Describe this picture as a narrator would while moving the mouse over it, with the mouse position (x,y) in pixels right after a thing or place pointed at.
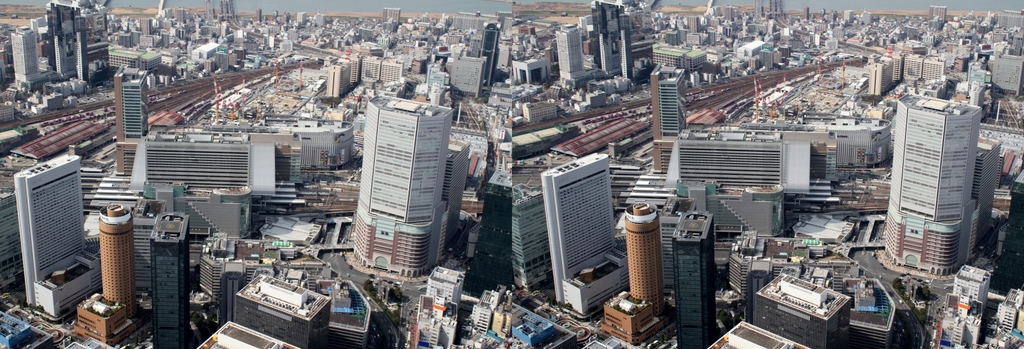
In this picture we can see buildings (696,157). This is a road (404,283) and there are vehicles (900,325).
